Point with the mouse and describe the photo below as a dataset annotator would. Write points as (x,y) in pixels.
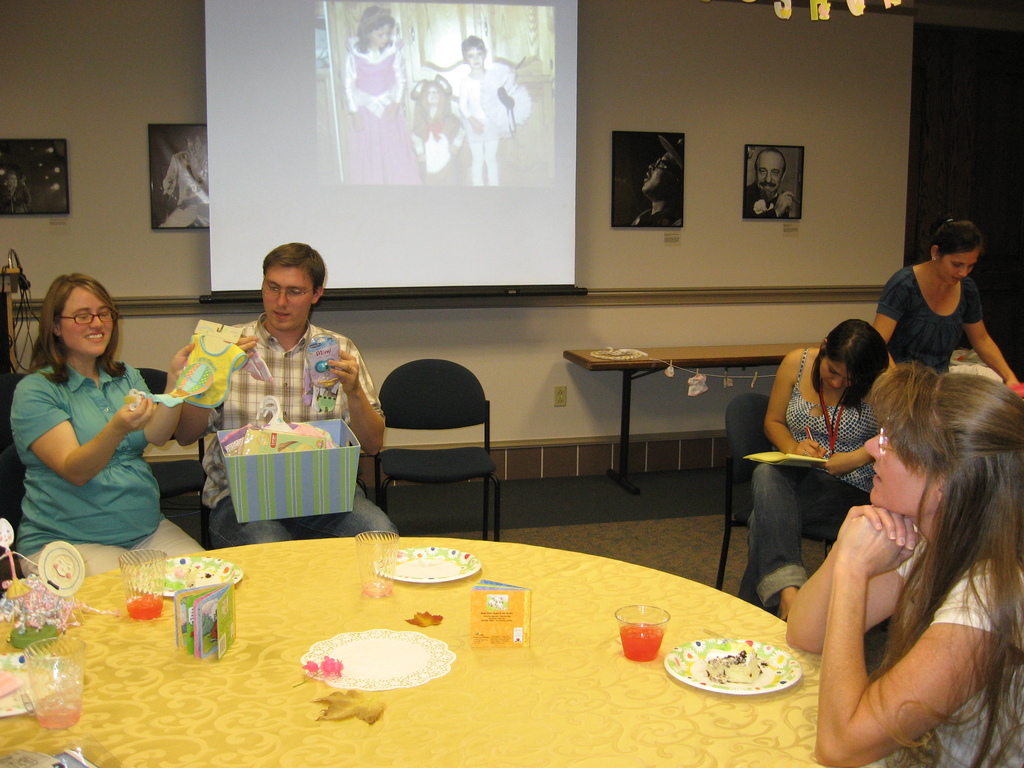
In this image i can see few persons (826,493) sitting on chairs (199,460), a woman (112,464) on the left side (100,478) is holding a kid dress (218,396) in her hand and a man (186,417) beside her is holding a basket (240,499) in his lap (339,516), i can see a table (155,760) on which there are few plates (465,557), few glasses (651,650) and few other decorations (59,597). In the background (872,320) i can see a woman (903,352) standing, a bench (674,361), the wall (719,304), few photo frames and the projection screen (387,183).
